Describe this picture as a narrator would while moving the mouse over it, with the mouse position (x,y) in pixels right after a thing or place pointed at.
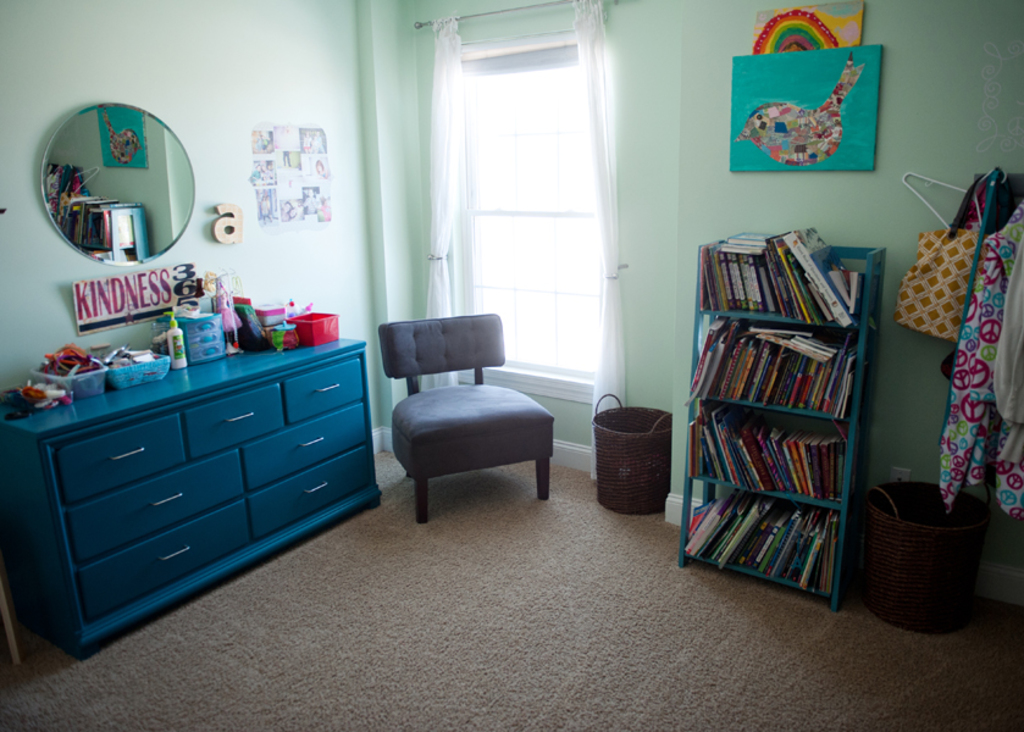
In this image I can see a bookshelf (711,561) in a room (791,618). There are 2 baskets (967,502) on the either sides of the shelf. The clothes (969,481) are hanging on the right (975,463). There is a blue cabinet (277,458) on the left (288,371) on which there are few objects (160,328). There is a mirror (186,207) and photo frames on the walls (964,161). There is a window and white curtains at the back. The walls (142,266) are light green in color.
